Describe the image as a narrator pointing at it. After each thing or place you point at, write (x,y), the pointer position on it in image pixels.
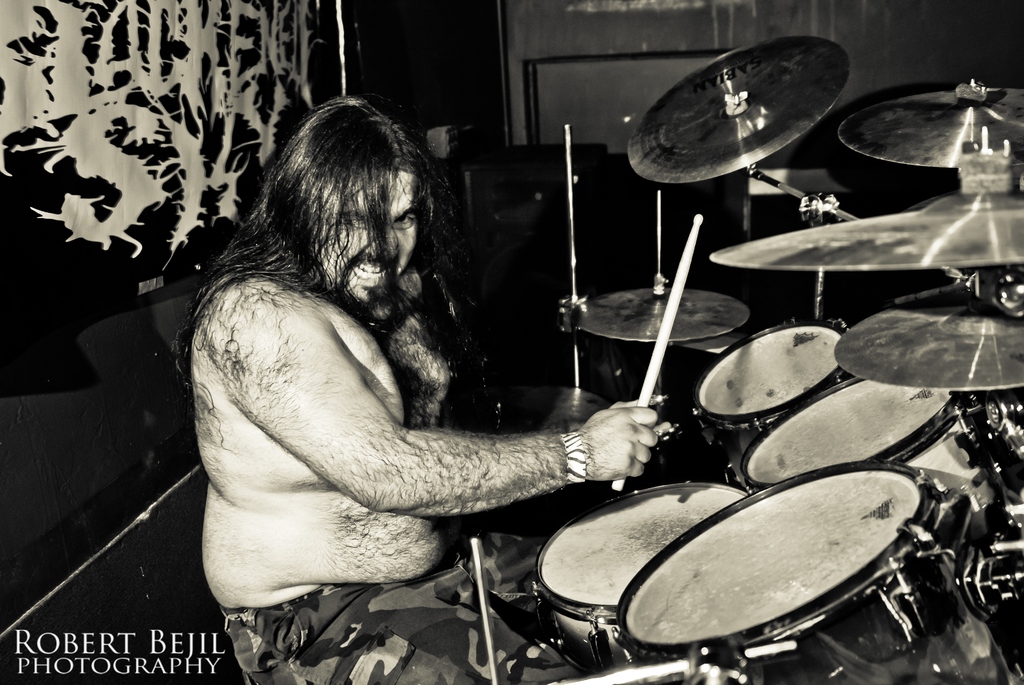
This is a black and white picture. In the center of the picture (357,294) there is a man (352,496) playing drums (775,657). On the right (752,551) there are drums (769,408). On the left (137,266) there is a banner (172,109). In the background (471,89) it is the wall (632,53).
